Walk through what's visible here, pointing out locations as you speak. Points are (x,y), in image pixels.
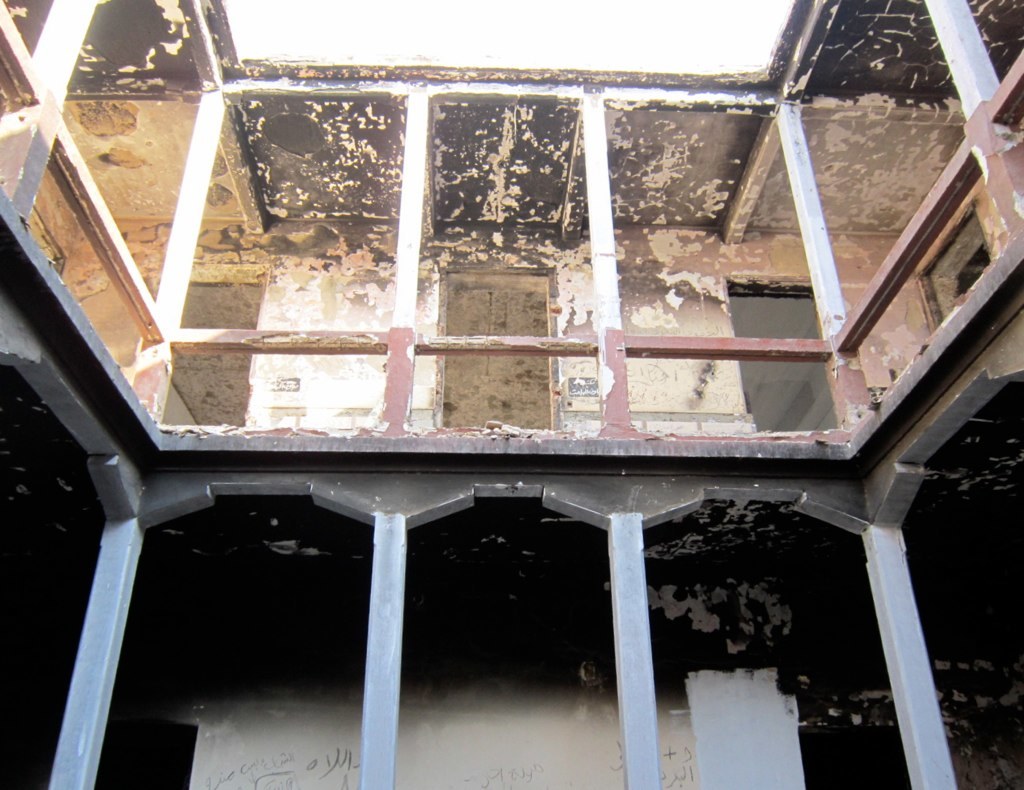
In this image, we can see a building (445,604) with pillars (375,540), railings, walls (411,622) and ceiling (308,506).
